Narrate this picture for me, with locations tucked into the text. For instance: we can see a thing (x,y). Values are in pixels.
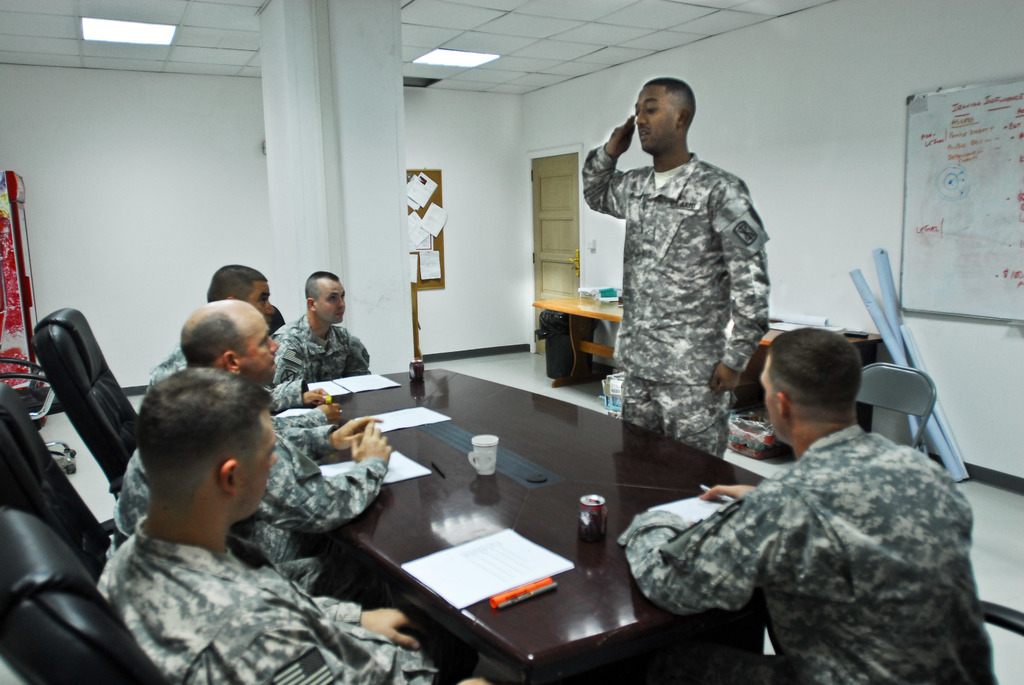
In this image I can see few people (337,514) sitting on chairs (122,406) and wearing military dresses (251,660). In front (670,205) one person (630,369) is standing. I can see a cup (480,449), tin (586,530), papers (494,569) and few objects (526,587) on the table (521,460). Back I can see a door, boards (1002,162), chart papers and a white wall (772,160).
